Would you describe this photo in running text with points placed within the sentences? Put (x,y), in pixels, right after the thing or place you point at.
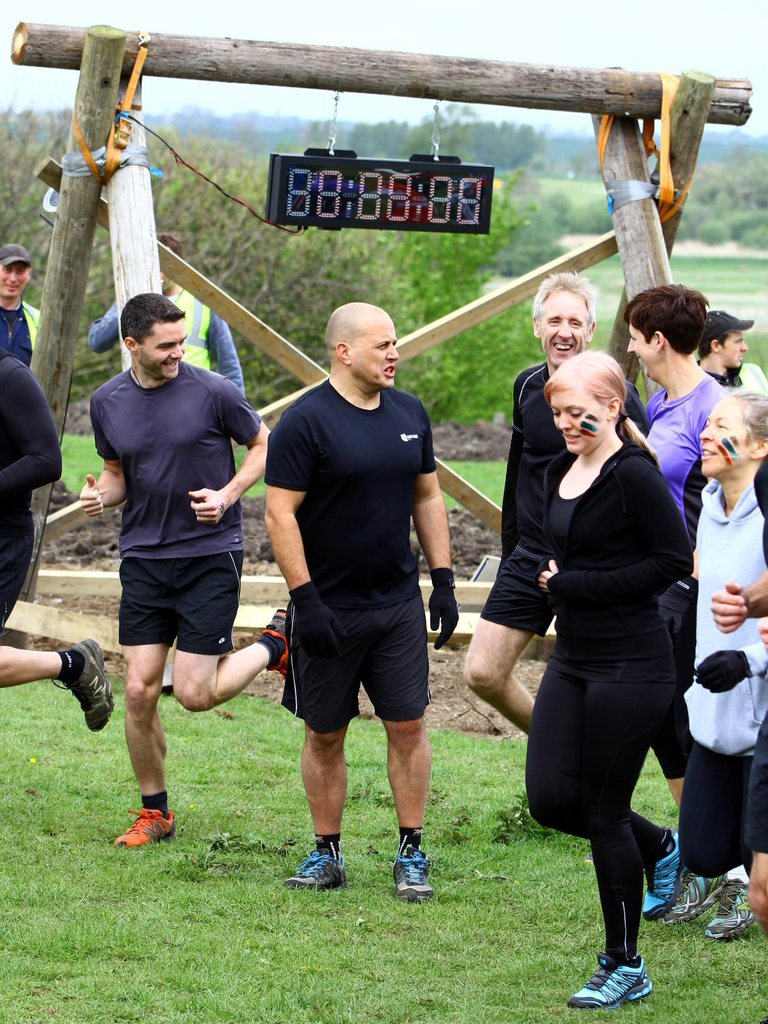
In this image we can see a few people (759,371), there are wooden trunks (454,87) which are tied to each other, there is a digital screen (367,221) hung to the wooden trunk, there are plants (413,246), trees (554,200), also we can see the sky (404,49).
